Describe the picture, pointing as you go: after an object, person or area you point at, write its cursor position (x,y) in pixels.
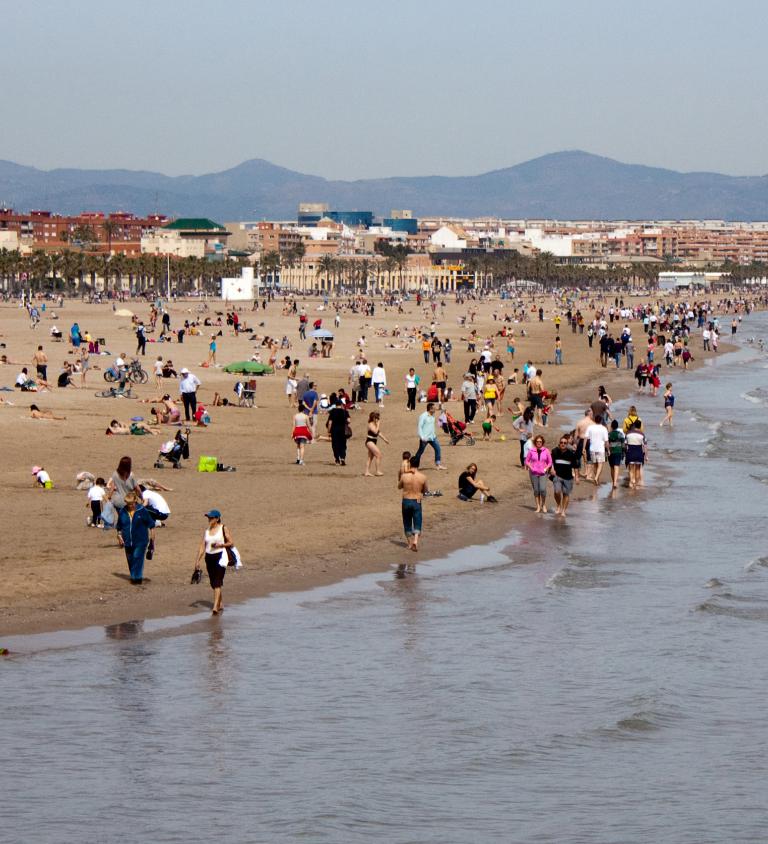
In the foreground (357,454) I can see water (393,657) and a crowd (161,509) on the beach (372,469). In the background (350,287) I can see trees (209,273), buildings (310,230), light poles (169,284) and mountains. At the top (343,127) I can see the sky (355,136). This image is taken may be on the sandy beach (228,504).
